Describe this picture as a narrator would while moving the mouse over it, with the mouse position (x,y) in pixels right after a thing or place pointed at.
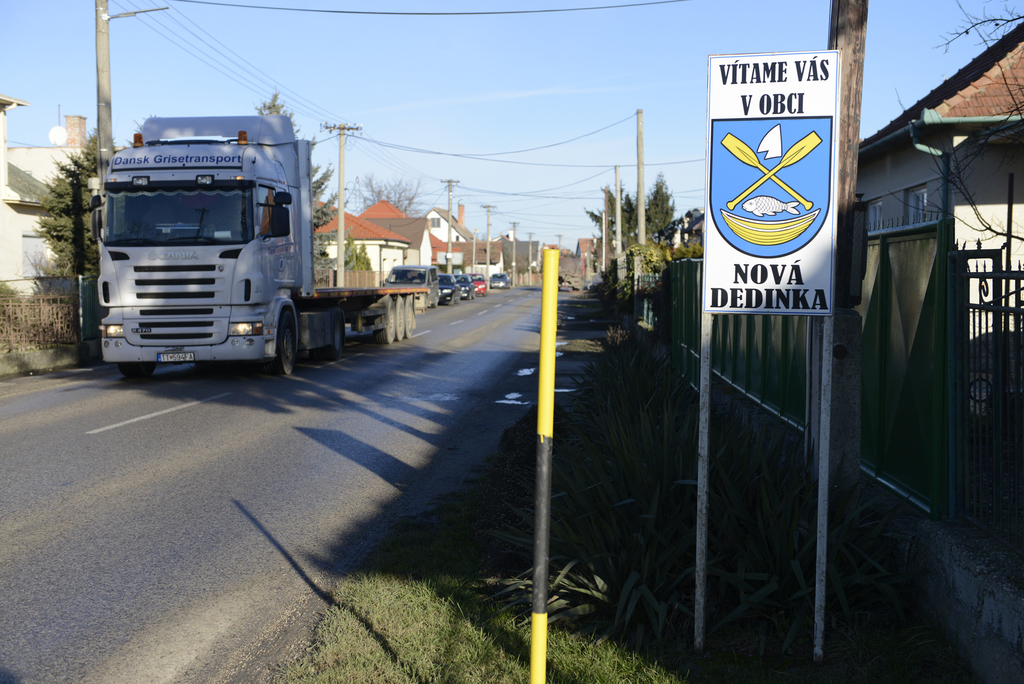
In this picture we can see vehicles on the road (345,470), beside this road (359,464) we can see plants (408,552), board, poles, houses (998,106) and trees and in the background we can see the sky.
